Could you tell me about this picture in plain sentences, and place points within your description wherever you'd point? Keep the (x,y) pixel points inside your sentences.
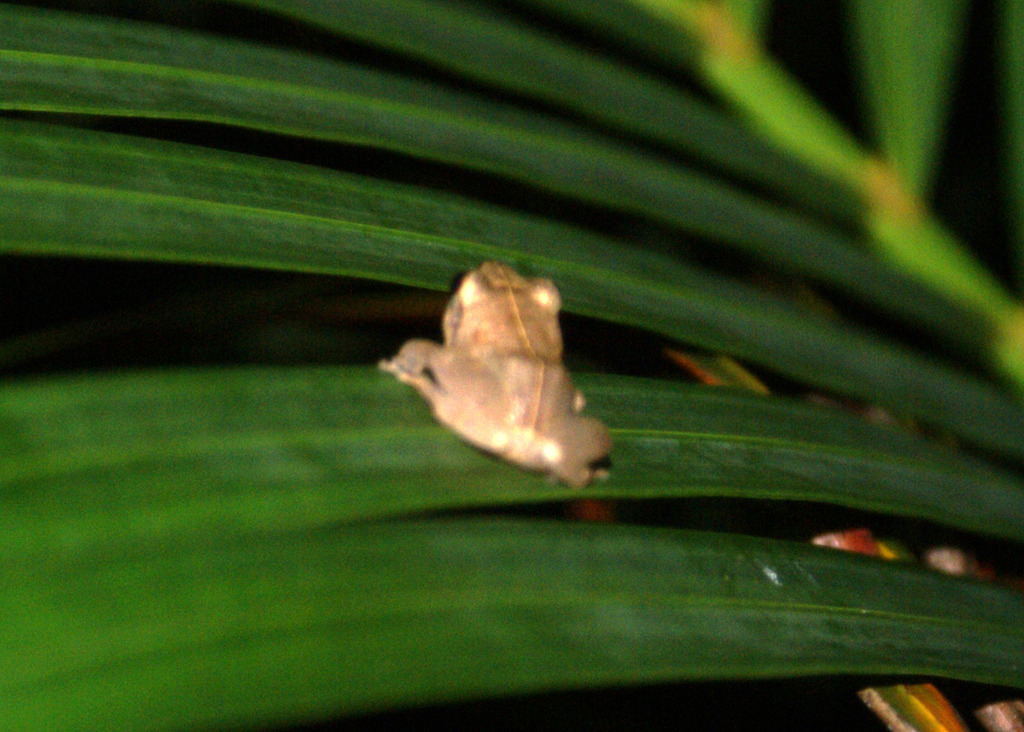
In this image we can see frog (529,404) and leaves (598,161).
